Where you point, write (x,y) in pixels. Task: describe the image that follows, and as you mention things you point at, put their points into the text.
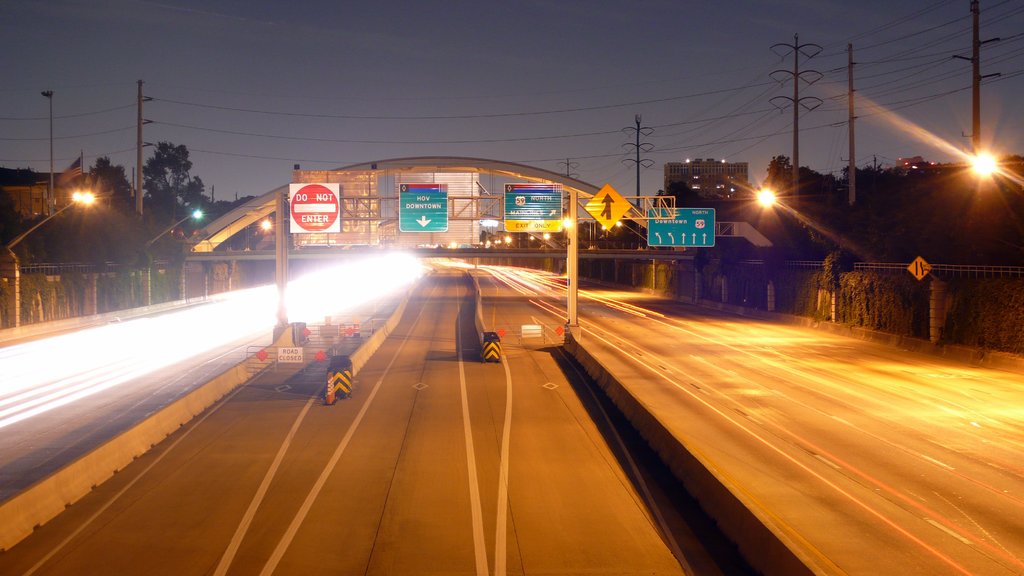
In this image we can see one big road (467,345), some safety poles (333,382) on the road (293,376), some objects (343,391) are on the surface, some small gates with boards (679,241), some boards (687,226) with text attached to the iron rods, some sign boards (923,268), some lights (263,228) with poles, some current poles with wires (339,138), some buildings (705,178), some trees (673,184), some plants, some flag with pole (81,181), some poles (51,185), one fence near to the road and at the top (220,43) there is the sky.
